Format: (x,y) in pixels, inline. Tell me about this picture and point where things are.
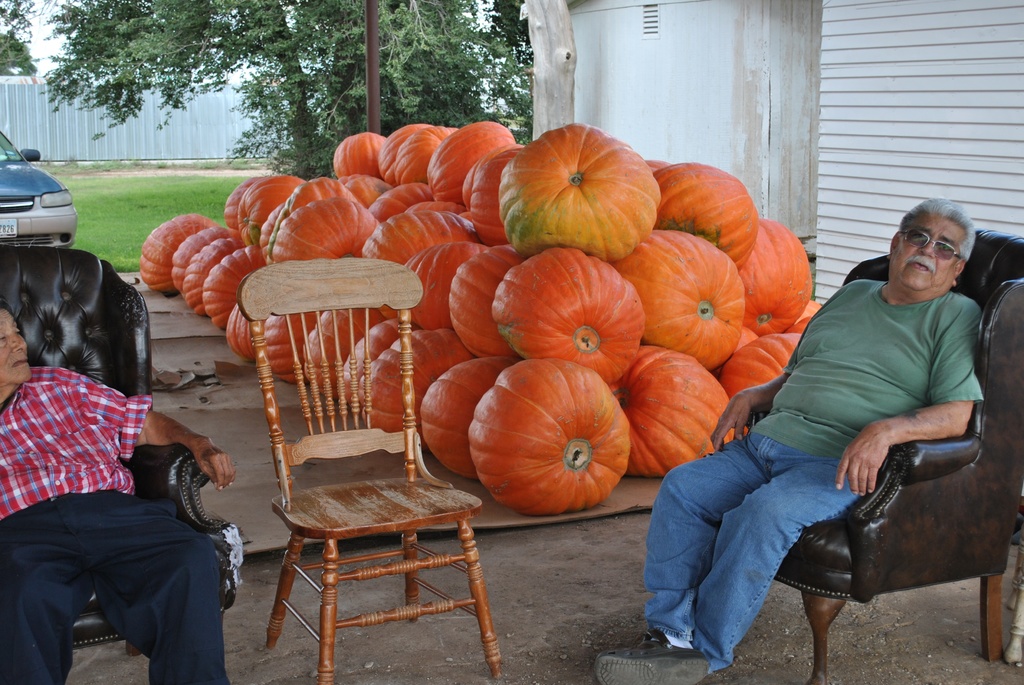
In this image we can see few pumpkins (548,266) on the cardboard (206,389), two persons (804,355) sitting on sofa (76,306) and there is a chair (410,556) between them in the background (82,220) there is a car (13,196), grass (121,205), trees (331,66) and a wall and buildings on the right side (692,83).
